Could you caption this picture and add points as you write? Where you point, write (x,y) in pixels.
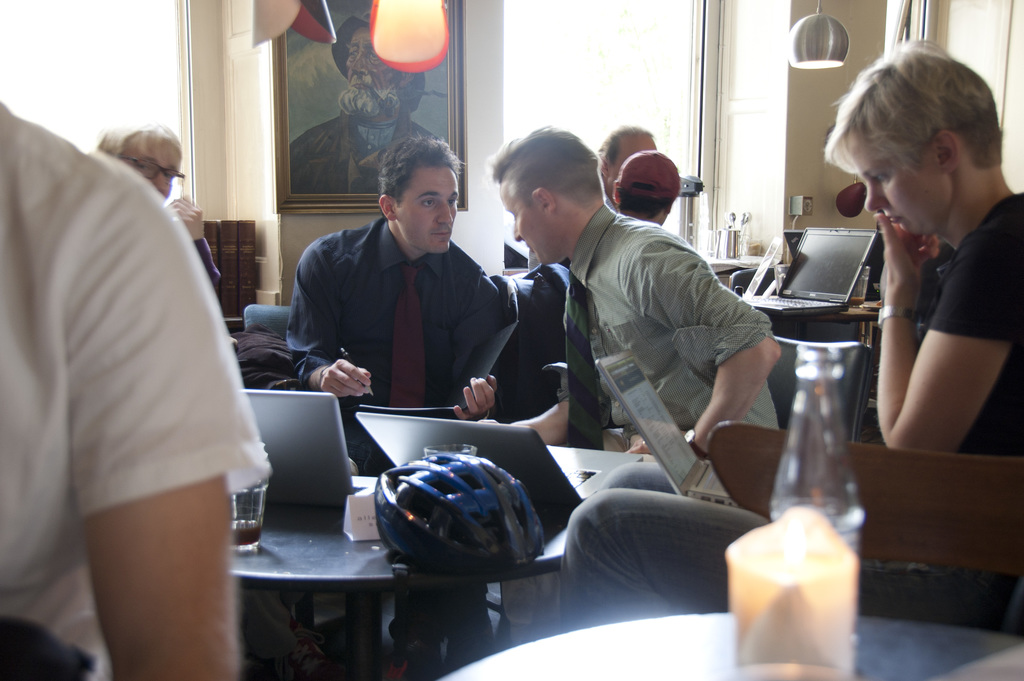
In the picture it looks like an office (618,408) all the employees (587,411) are busy with their works, there are few tables (291,581), laptops (463,441) in front of them, behind them there is a wall (211,170) to the wall (261,210) there is a man's photograph (343,44), in the background (685,71) is a window (681,76).
